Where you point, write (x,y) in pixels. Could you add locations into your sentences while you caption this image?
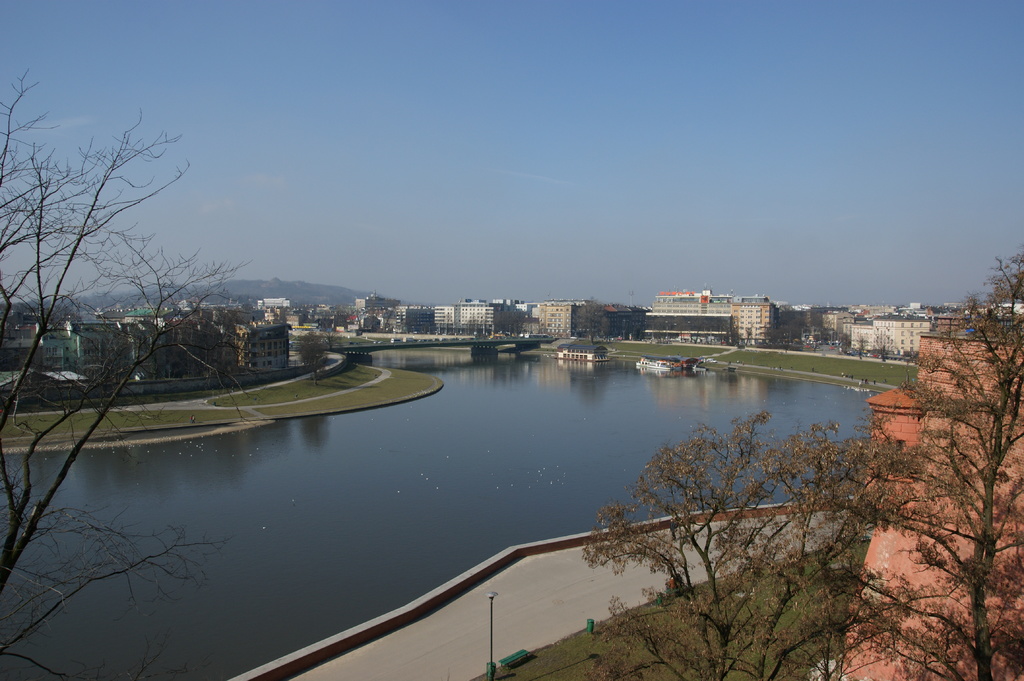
In this image I can see buildings (530,315), trees (105,281), water (472,428) and boats (674,362). In the background (440,231) I can see the sky (536,243), mountains (311,286), poles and the grass (320,376).
